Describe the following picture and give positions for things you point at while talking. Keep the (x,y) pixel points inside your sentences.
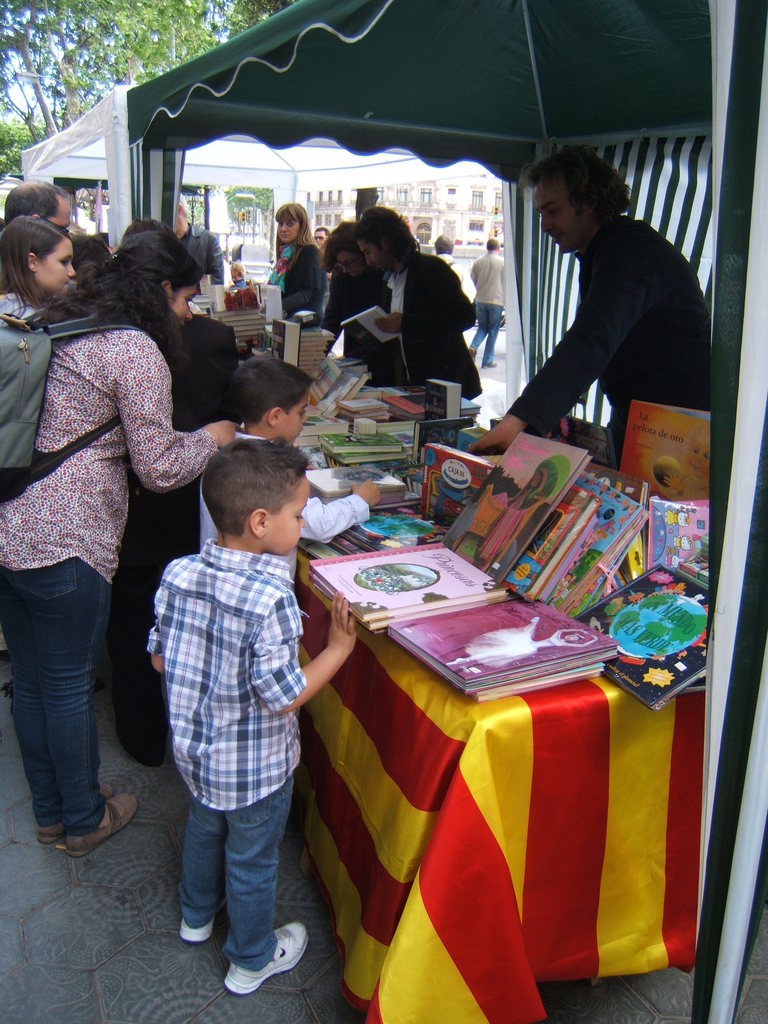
In this picture we can see some persons (686,333) standing on the floor (99,943). This is table (560,771). On the table (560,743) there are some books (421,484). On the background (411,202) we can see a building (483,214). And this is the tree (90,58).
